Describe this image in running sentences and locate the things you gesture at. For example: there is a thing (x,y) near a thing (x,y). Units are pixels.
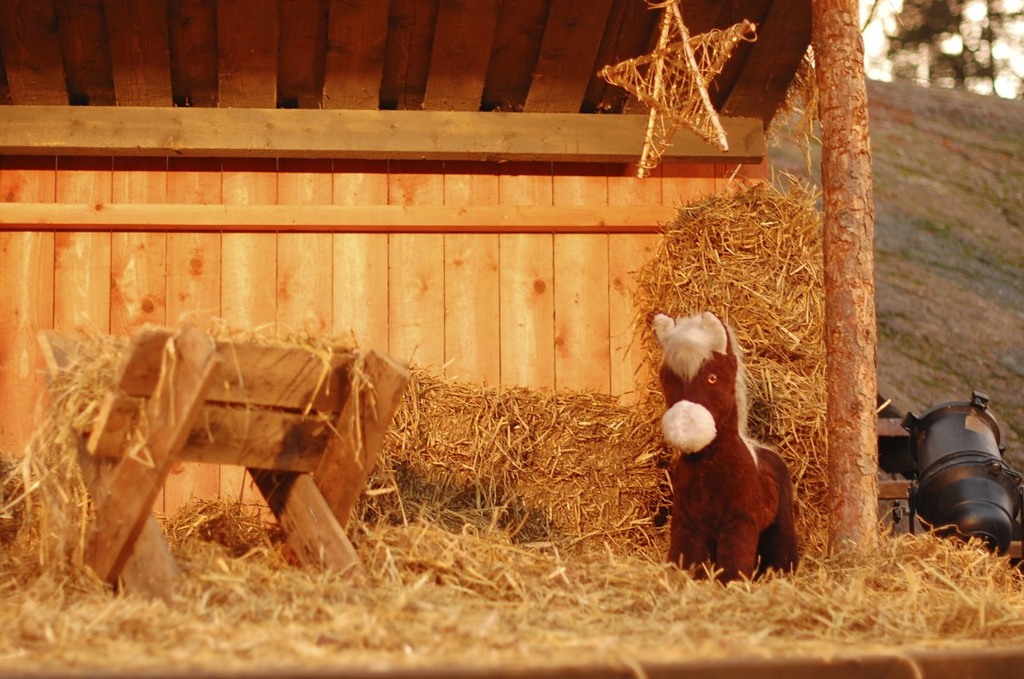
In this image we can see a wooden shed (305,164), in the shed (314,126) we can see some grass (517,485), stand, toy (681,442) and a star (662,82), also we can see an object (941,454) on the ground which looks like a motor (951,465).
